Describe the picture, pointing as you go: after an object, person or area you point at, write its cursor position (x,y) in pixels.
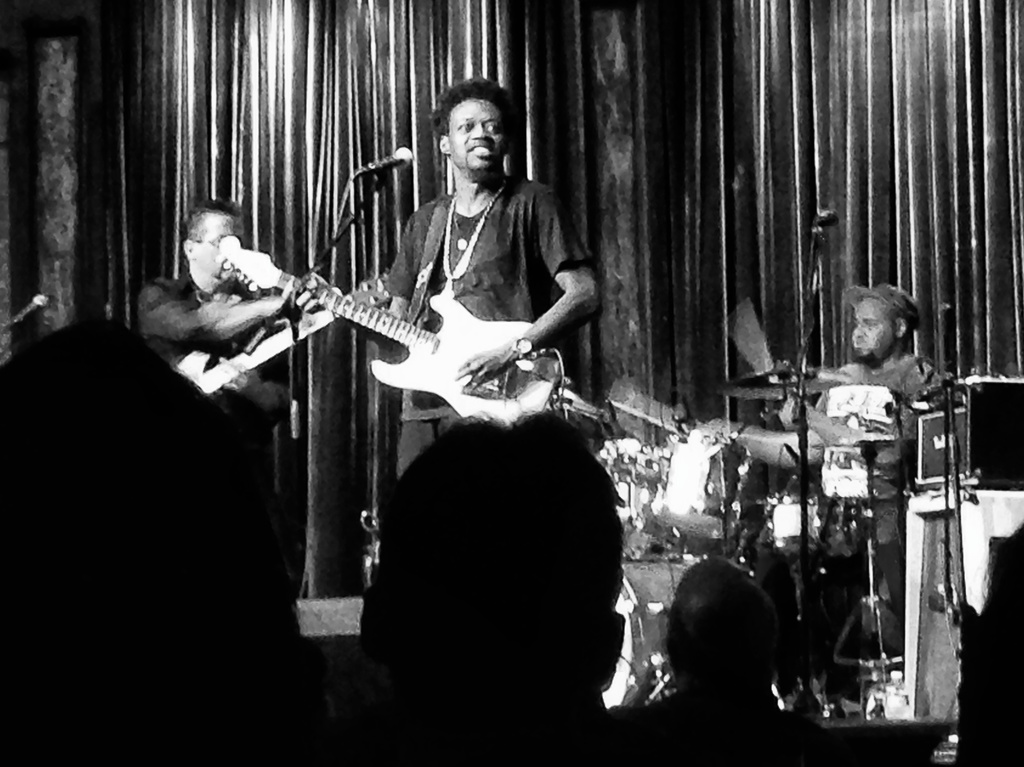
This picture shows a man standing and playing a guitar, a man (854,300) seated and playing drums (753,362), we see a other man (206,218) holding guitar (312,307) in his hand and we see few audience (112,730) watching them.
